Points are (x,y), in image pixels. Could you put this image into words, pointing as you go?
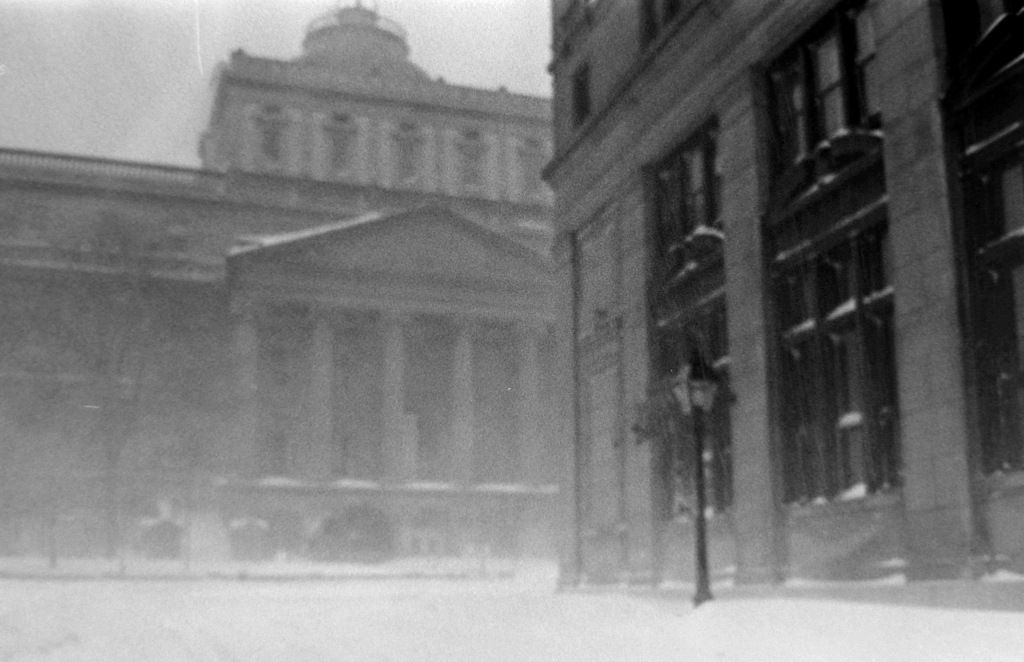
In this image we can see two buildings (466,206). There is a sky (90,81) in the image. There is a street lamp (686,402) in the image. There are few trees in the image.
